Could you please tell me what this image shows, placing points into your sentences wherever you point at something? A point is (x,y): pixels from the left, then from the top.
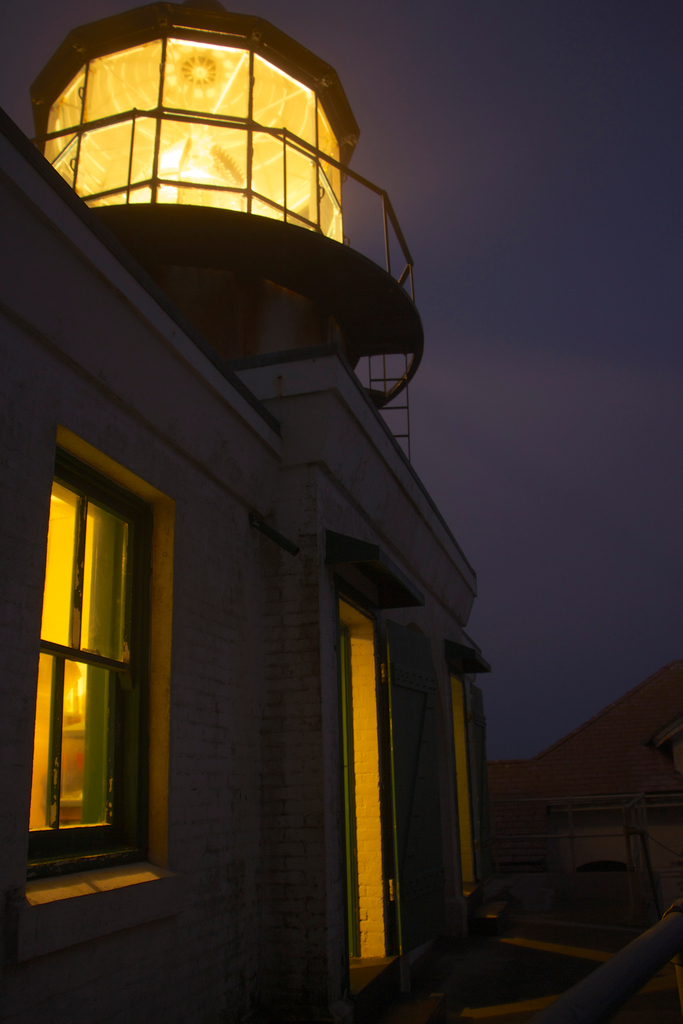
On the left side of the picture (142,483) there is a building (253,477), to the building (78,748) there are window (40,714), door (364,725) and railing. On the right (633,797) there is railing (570,832). The picture is taken at night time.
